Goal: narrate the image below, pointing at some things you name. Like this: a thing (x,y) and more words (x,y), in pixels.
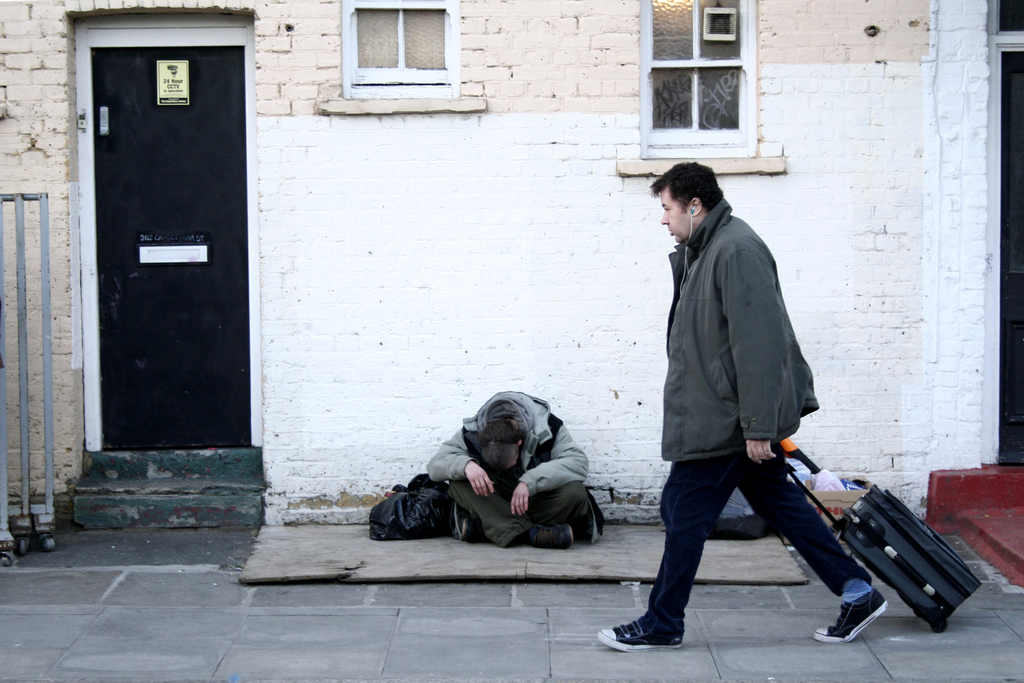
As we can see in the image there is a white color wall (466,149), black color door (150,157), windows (677,20) and two people (565,474) over here. the man (714,463) who is walking over here is wearing green color jacket (729,352) and holding a suitcase (912,545).
